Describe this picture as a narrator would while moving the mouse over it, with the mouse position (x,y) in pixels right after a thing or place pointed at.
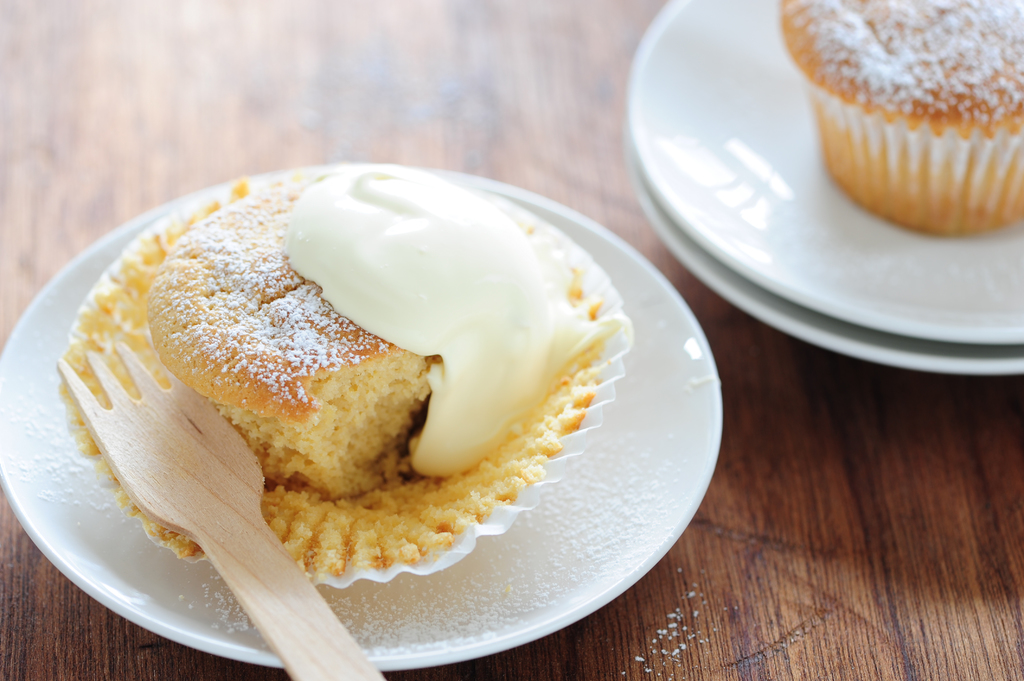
In this image we can see food items (945,227) in plates (654,321) on the table (939,603). There is a fork (176,402).
